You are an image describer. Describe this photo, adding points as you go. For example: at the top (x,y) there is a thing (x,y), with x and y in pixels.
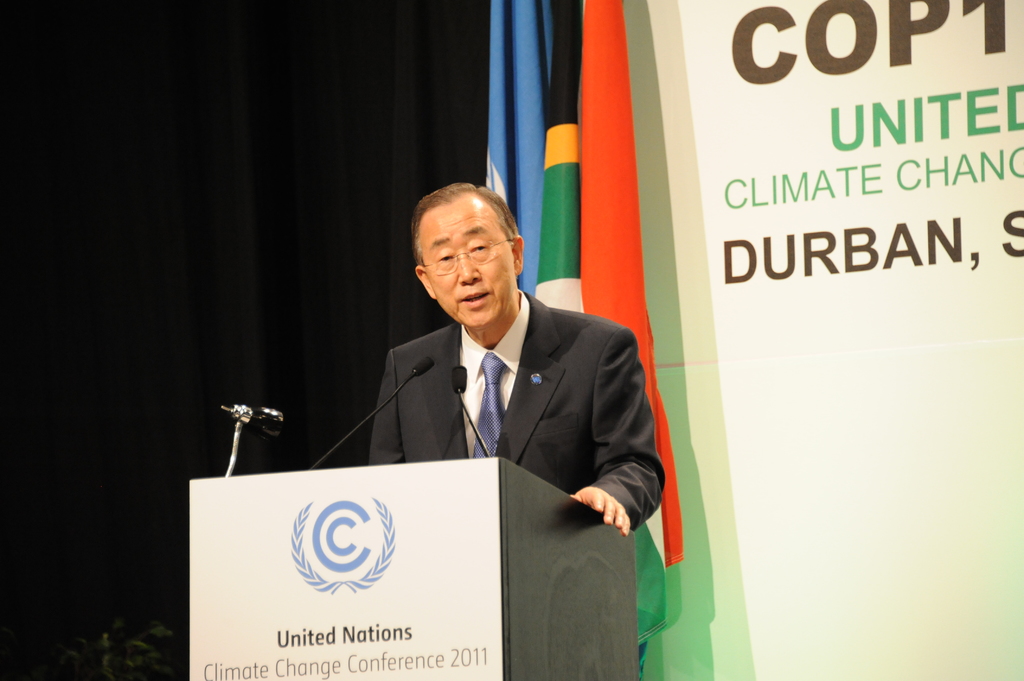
In the image we can see there is a man (494,396) standing near the podium (435,520) and in front of him there is a mic (408,380) with a stand (361,420). Behind there are flags (575,207) and the person (574,429) is wearing formal suits (576,410).
